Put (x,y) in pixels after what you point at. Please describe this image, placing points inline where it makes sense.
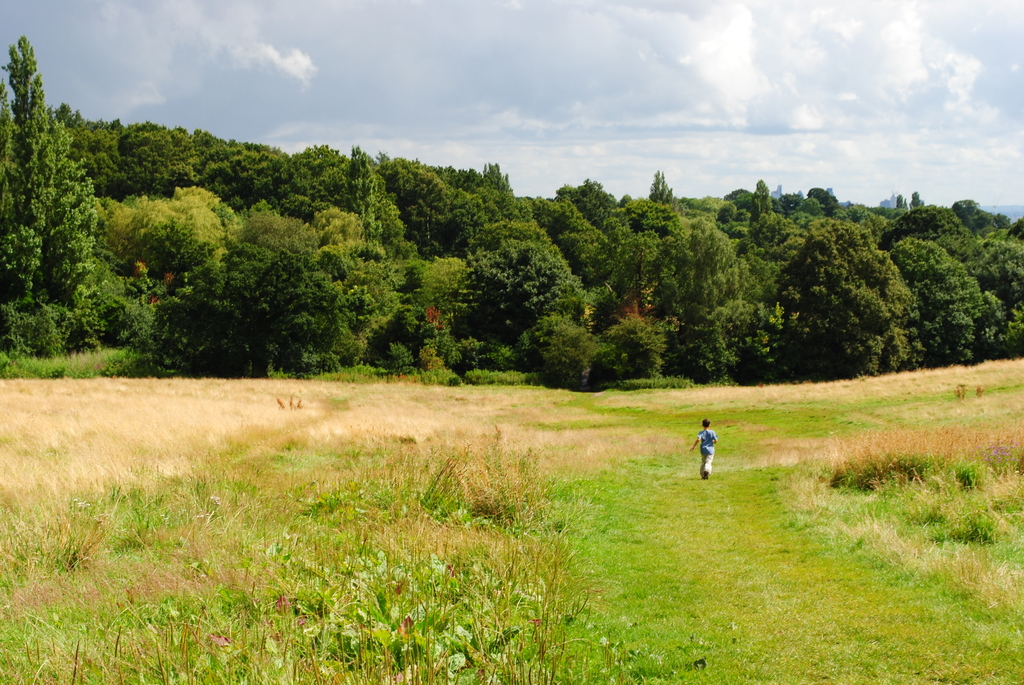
In the center of the image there is a boy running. At the bottom of the image (680,554) there is grass (611,612). There are plants (343,568). In the background of the image (563,317) there are trees (652,222). At the top of the image (492,129) there is sky (455,63) and clouds (717,57).
